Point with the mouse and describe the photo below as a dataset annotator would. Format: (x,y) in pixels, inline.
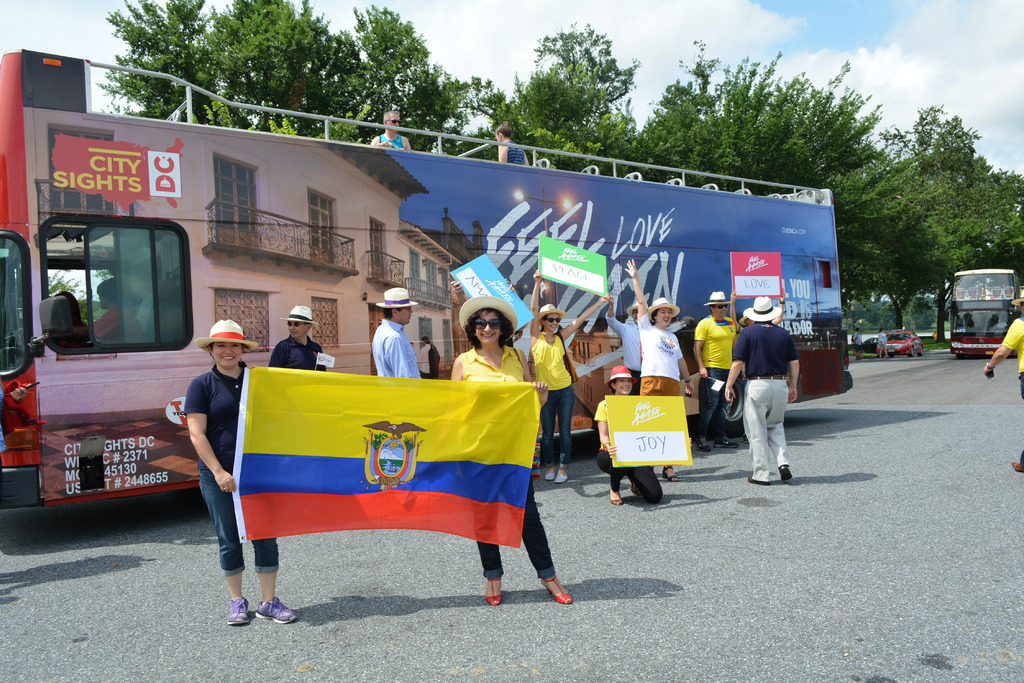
In this image I can see a road (650,563) and on it I can see few people (641,322) are standing. I can see the front two (213,345) are holding a flag (526,459) and in the background (634,332) I can see few of them are holding boards (574,283). On these boards (648,402) I can see something is written. In the background (867,225) I can see few buses (279,336), a car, number of trees (758,101). clouds (667,8), the sky (792,68) and on the left bus (451,170) I can see something is written. I can also see these people (542,320) are wearing caps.
